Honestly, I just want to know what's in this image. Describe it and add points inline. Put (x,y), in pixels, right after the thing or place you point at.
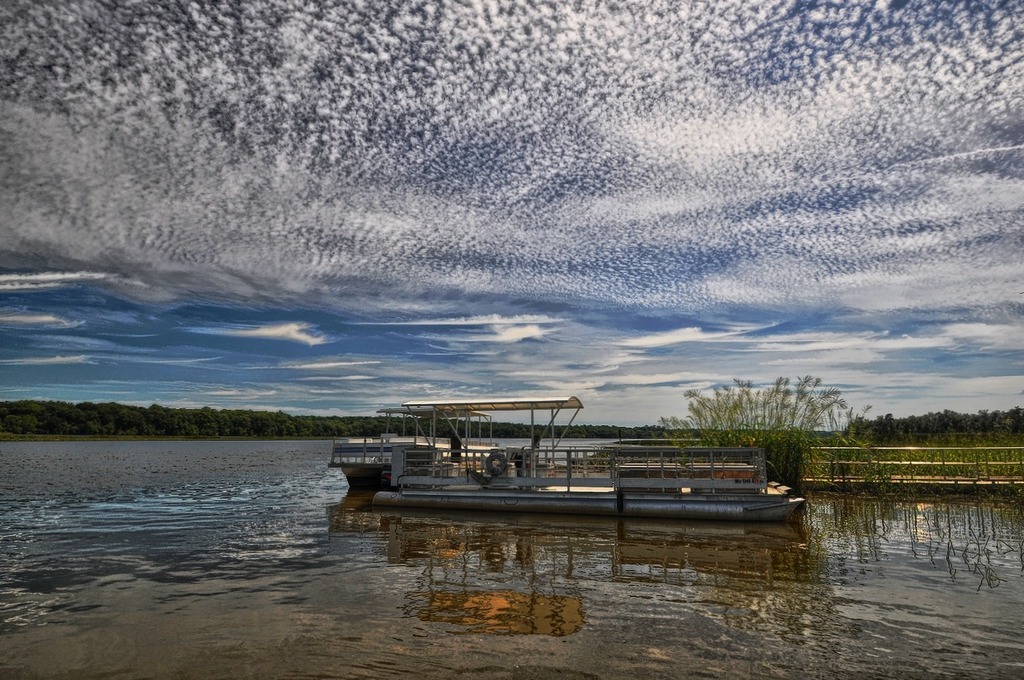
This image is taken outdoors. At the top of the image (203,198) there is the sky (459,318). At the bottom of the image (385,609) there is a river (195,491) with water (300,549). In the background (173,411) there are many trees (321,424) and plants (719,419) on the ground (337,436). On the right side of the image (781,425) there are a few plants (796,408) and trees (933,425) and there is a railing (956,461). In the middle of the image (383,443) there are two boats (373,482) on the river (329,448).
